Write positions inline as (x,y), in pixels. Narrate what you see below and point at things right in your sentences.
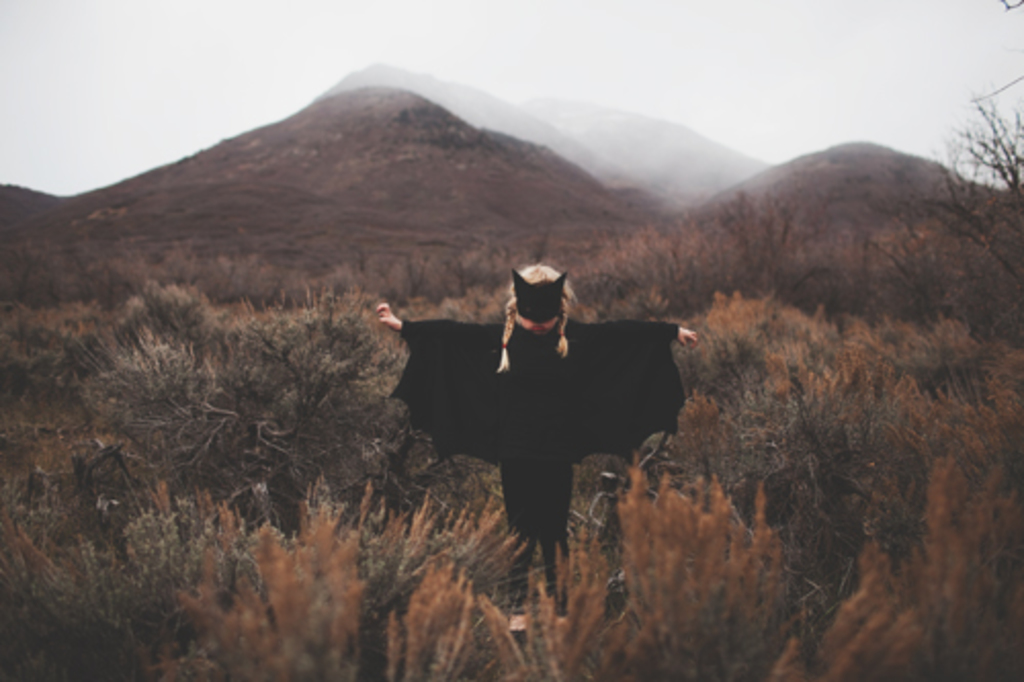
In this image we can see the person (508,392) standing on the ground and there are mountains (347,193), trees (351,288) and the sky (283,91).
